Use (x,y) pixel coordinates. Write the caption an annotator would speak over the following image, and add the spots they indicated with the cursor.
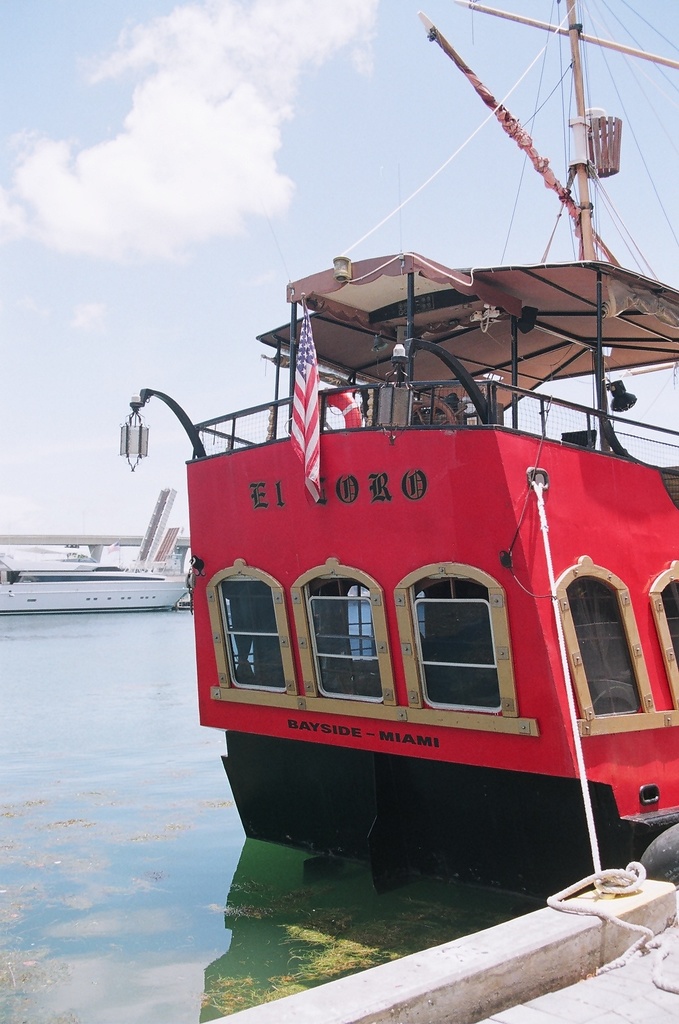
In the picture we can see a water (382,893) near the path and in the water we can see a boat (404,837) which is red in color and some flags (297,385) to it and in the background (4,608), we can see another boat (4,608) which is white in color and a sky (150,289) with clouds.
